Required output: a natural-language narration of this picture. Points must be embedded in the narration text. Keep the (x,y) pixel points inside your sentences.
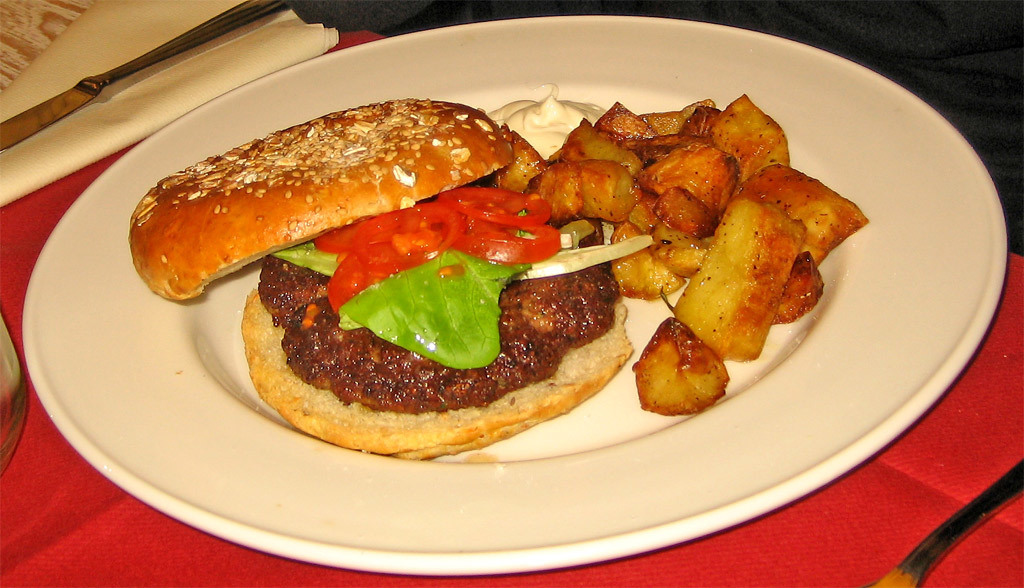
In this image we can see some food (513,264) containing a sandwich (450,295), fried potato (644,290) and cream (539,155) in a plate (592,436) which is placed on the table (753,532). We can also see a knife (107,74) and some tissue papers (95,126) on the table (99,171).
